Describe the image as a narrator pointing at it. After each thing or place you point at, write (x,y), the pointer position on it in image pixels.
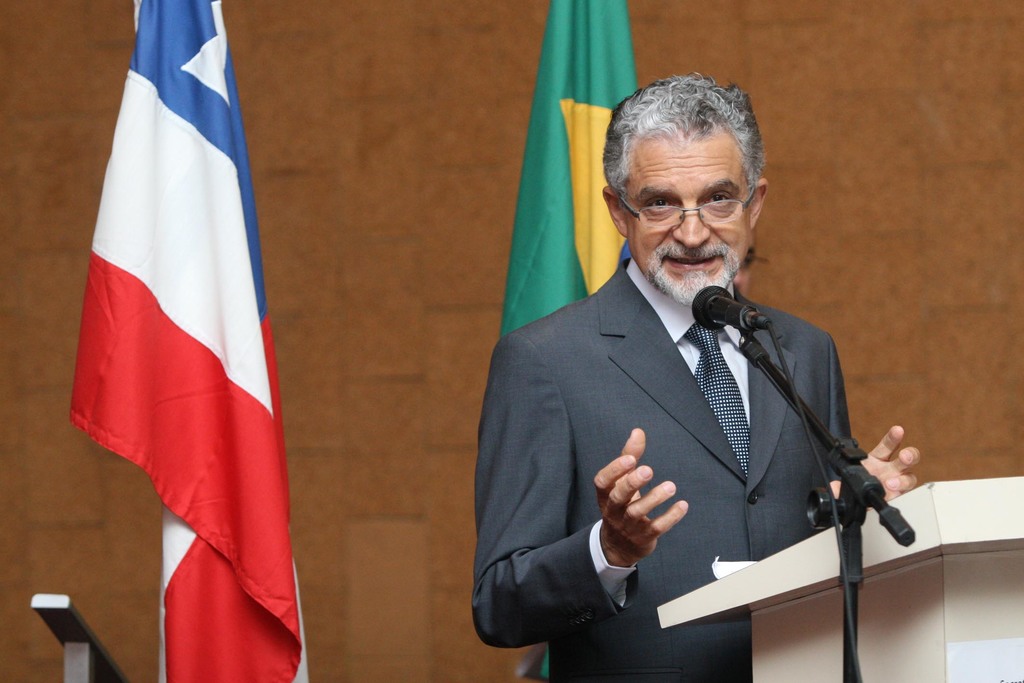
In this picture we can see a man (700,457) is standing behind the podium (926,552). On the left side of the podium (931,581) there is a cable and a microphone (728,320) with stand (857,473). Behind the man (570,444) there are flags (513,291) and a wall (416,329). On the left side of the image (71,642) there is an object (67,658).
